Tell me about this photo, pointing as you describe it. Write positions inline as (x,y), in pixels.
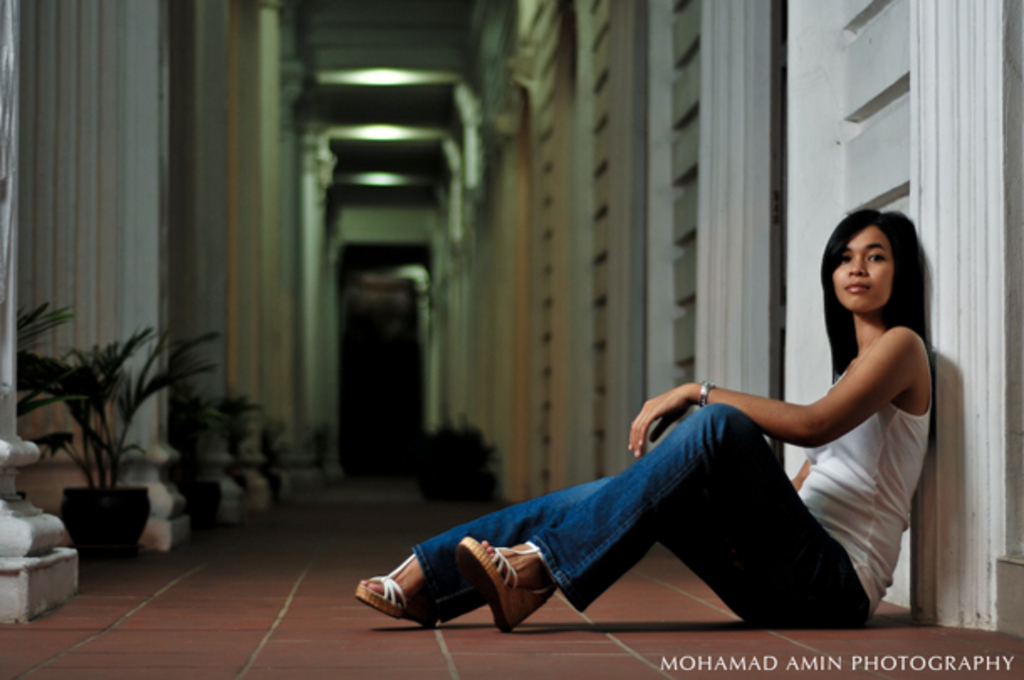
In this picture there is a woman (841,424) who is wearing white t-shirt (875,484), blue jeans (714,505), bangles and sandals (523,599). She is sitting on the floor (680,572) near to the wooden wall (950,440). On the left (110,459) I can see many plants (226,431) and pots (190,497) which are place near to the pillars (266,441). At the top (379,133) I can see the light beams (409,78). In the bottom right corner (1009,662) I can see the watermark (755,668).
